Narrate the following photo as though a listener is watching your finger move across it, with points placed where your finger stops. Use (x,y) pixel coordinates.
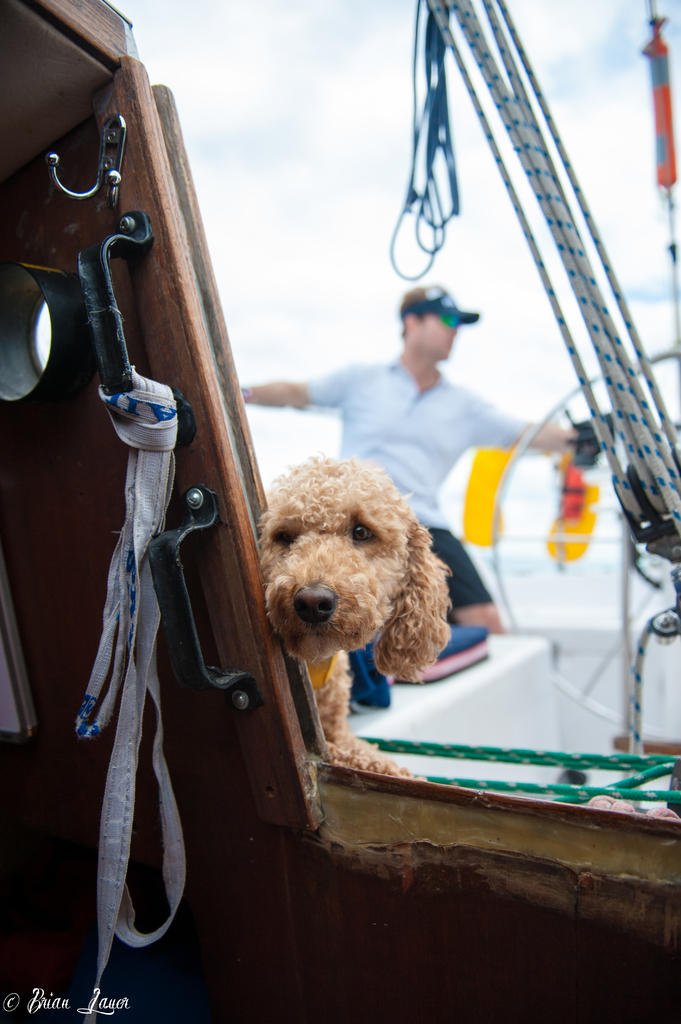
In the foreground of this image (313,755), there is a dog (323,612) behind a wooden object (262,688). In the background (505,171), there are ropes (510,118), a wheel (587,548), a man (431,378) wearing a cap (428,308), sky (353,159) and the cloud (316,242).
